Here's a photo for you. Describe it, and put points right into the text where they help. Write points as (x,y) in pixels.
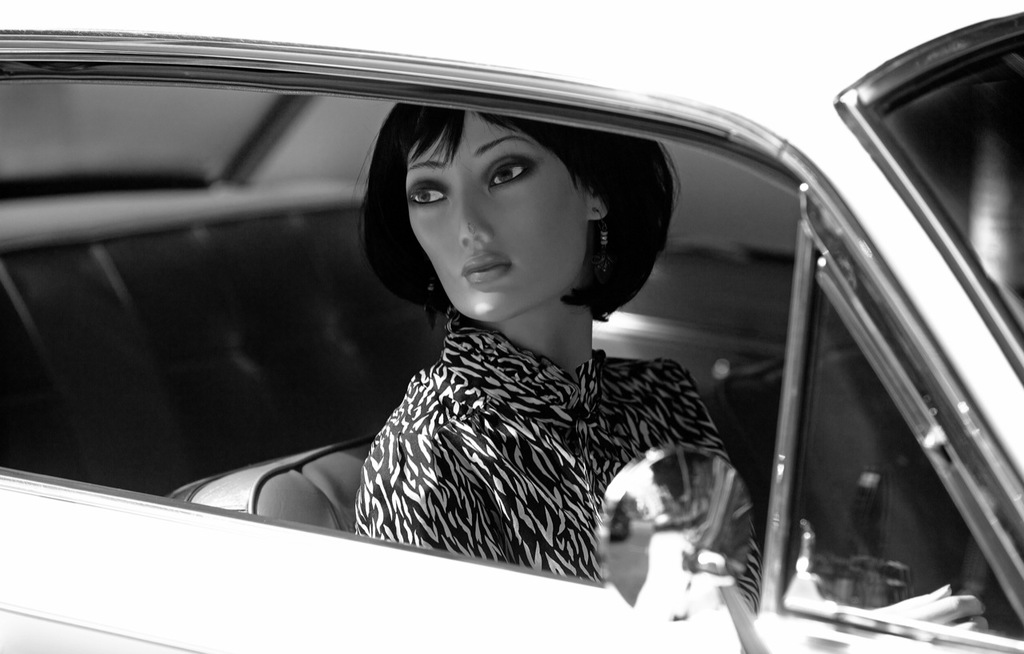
It is the black and white image in which there is a mannequin (578,401) sitting in the car (395,300).
